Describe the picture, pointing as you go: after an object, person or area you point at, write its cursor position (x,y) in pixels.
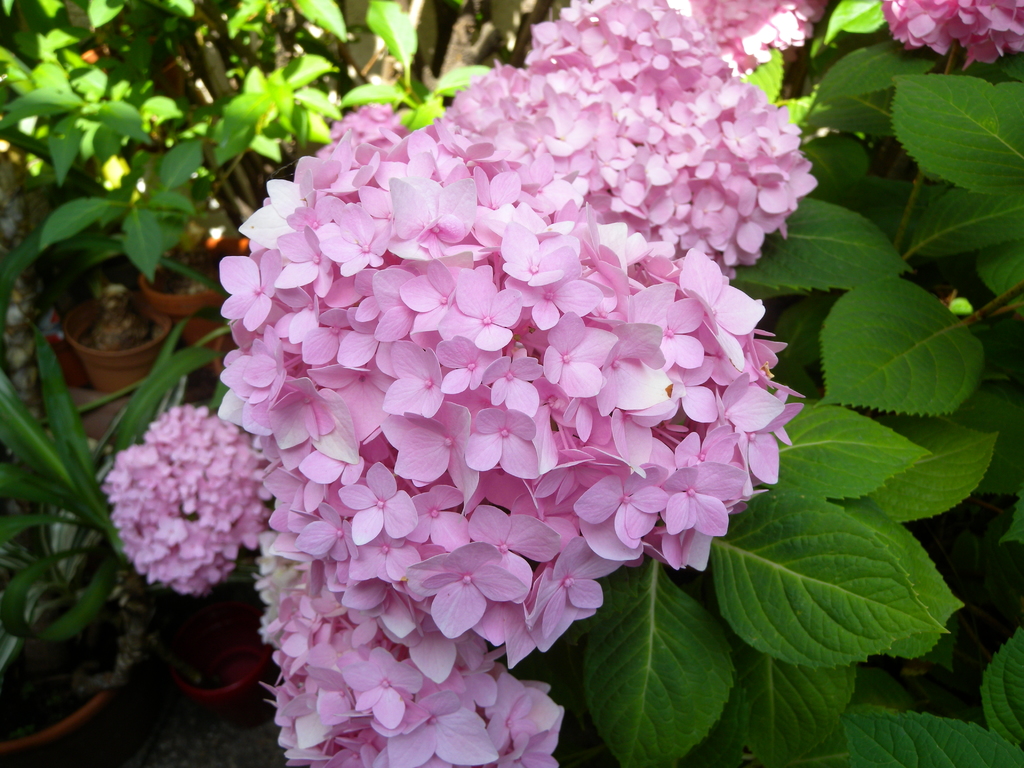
In the image we can see there are lot of plants (113,76) kept in a pot (231,681) in between there are flowers (283,502) which are of baby pink colour and on the plants (936,501) there are lot of green leaves (907,581).
